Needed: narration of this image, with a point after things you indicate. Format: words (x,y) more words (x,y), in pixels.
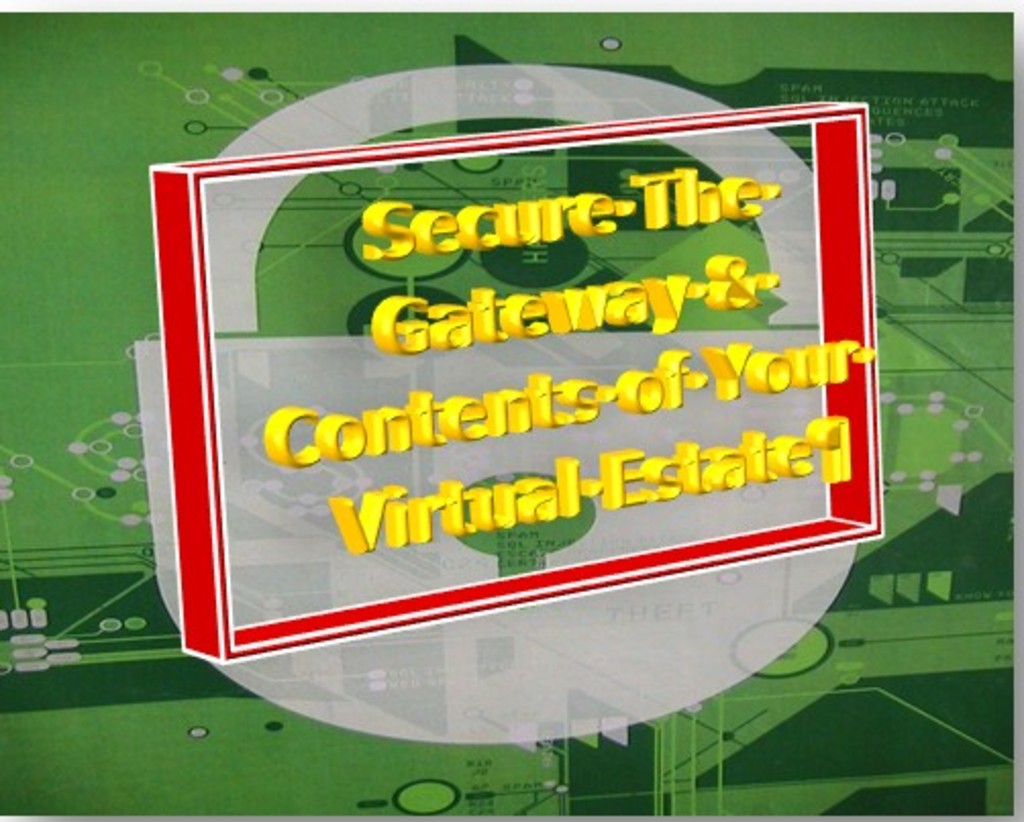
Here in this picture we can see a content (425,427) rolling on a digital screen (679,415) over there.
